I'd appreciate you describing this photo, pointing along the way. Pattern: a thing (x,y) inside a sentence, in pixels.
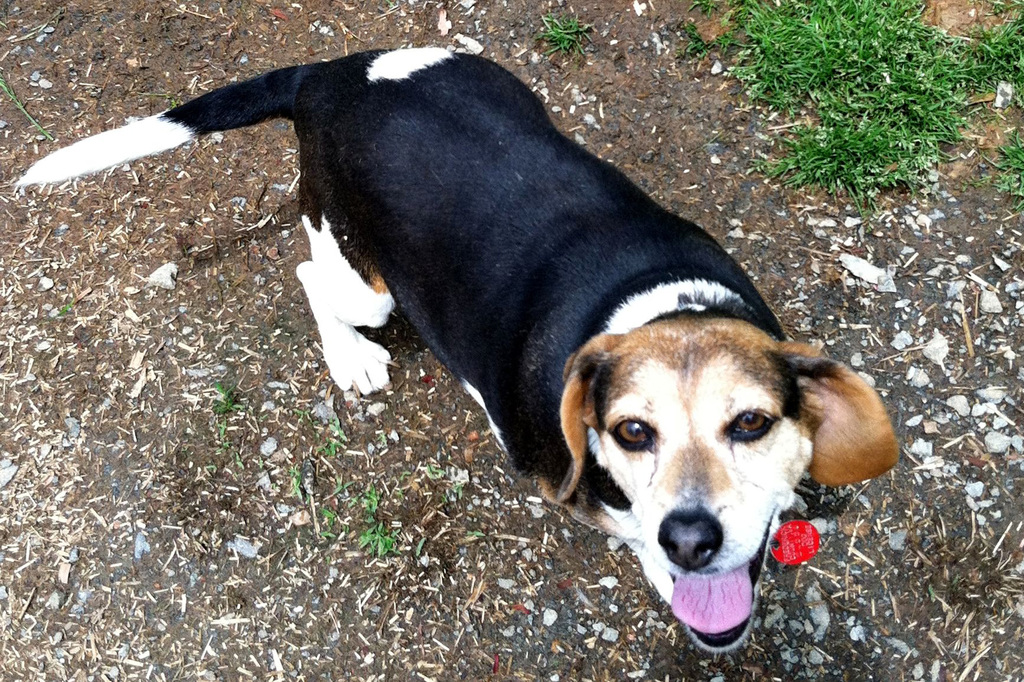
In this picture we can see a dog (451,234) which is in brown, black and white color.
